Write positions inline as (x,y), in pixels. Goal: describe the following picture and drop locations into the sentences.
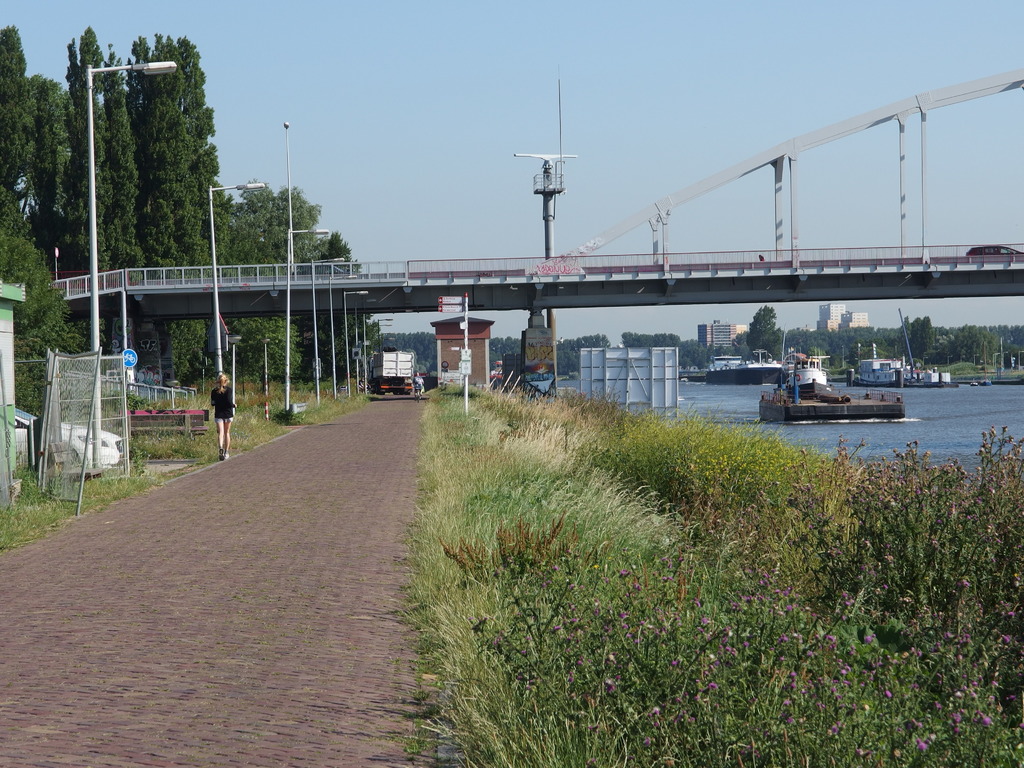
On the left side of the image (70,442) I can see light poles (296,231), trees (84,234), mesh (116,399), signboard (135,357), grass (260,421), a person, vehicles (390,392) and things (12,397). In the middle of the image (428,490) we can see grass (451,610), plants (574,577), store (473,341), sign boards (470,365), pole (463,330) and bridge (522,289). On the right side of the image (958,407) we can see water (964,395), boats (724,361) and board (630,365). In the background (609,167) there are trees (741,346), buildings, bridge (425,279) and sky (502,110).
